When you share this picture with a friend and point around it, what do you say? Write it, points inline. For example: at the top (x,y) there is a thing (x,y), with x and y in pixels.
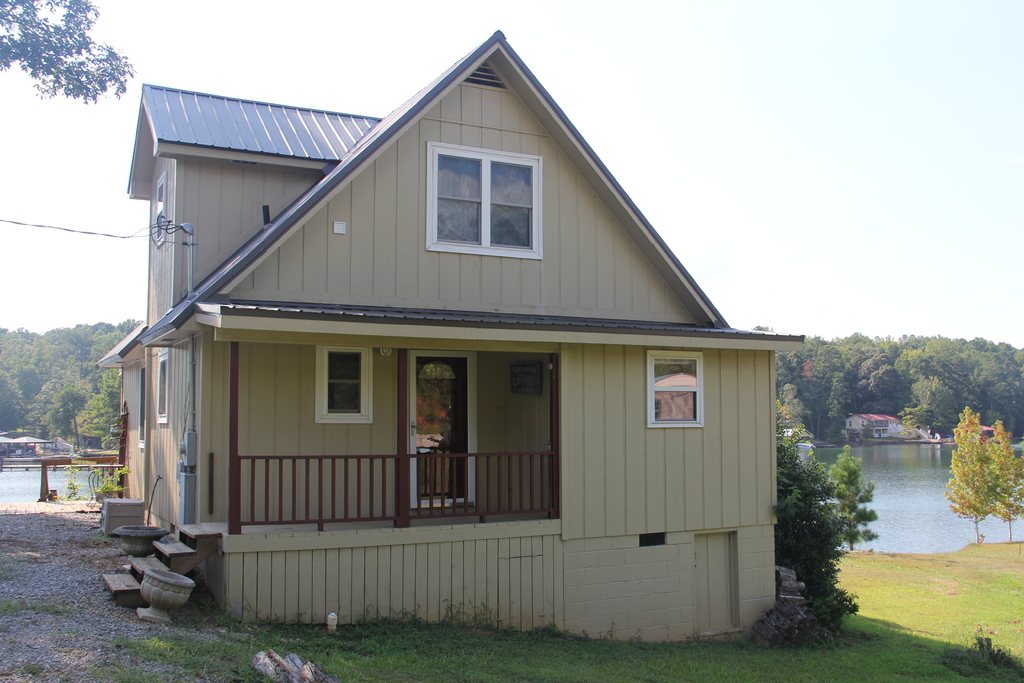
In this image there are houses (681,535), trees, water (890,458), grass (886,608), cables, a shed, stones (89,640) and the sky (118,208).
